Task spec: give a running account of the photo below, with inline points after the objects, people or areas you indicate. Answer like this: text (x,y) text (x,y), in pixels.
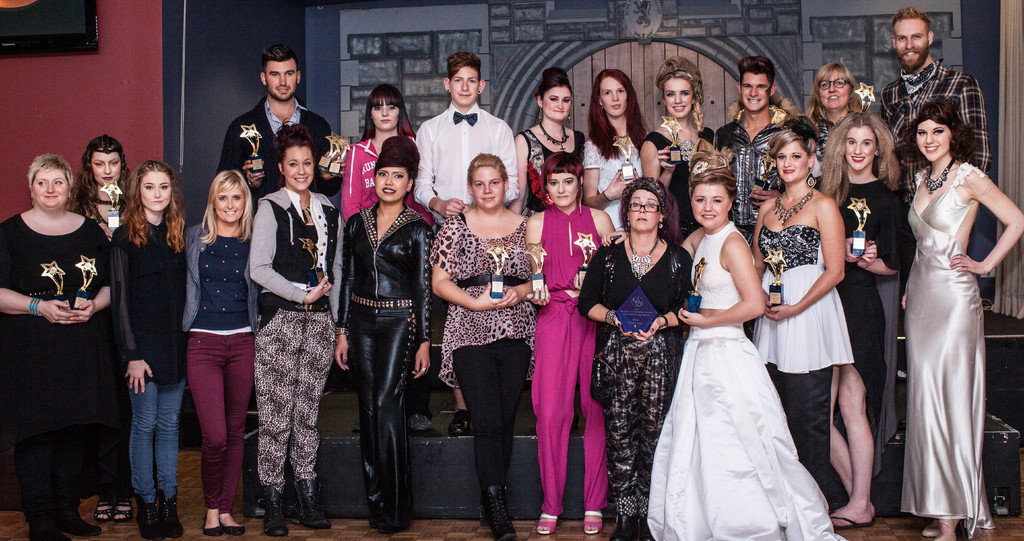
In this image, we can see a group of people (914,144) wearing clothes (423,324) and standing in front of the wall (113,102). These persons (165,189) are holding trophies (625,157) with their hands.
